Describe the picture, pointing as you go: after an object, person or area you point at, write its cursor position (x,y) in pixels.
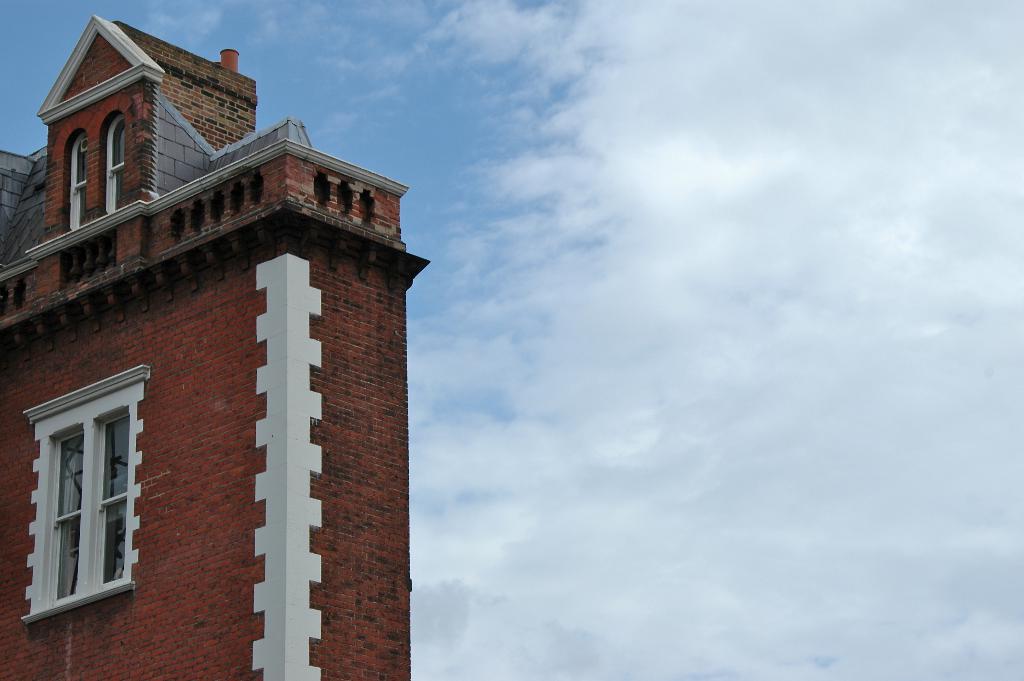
In this picture we can see a building (119,388) with windows (111,461) and in the background (647,233) we can see the sky (608,199) with clouds (807,246).
